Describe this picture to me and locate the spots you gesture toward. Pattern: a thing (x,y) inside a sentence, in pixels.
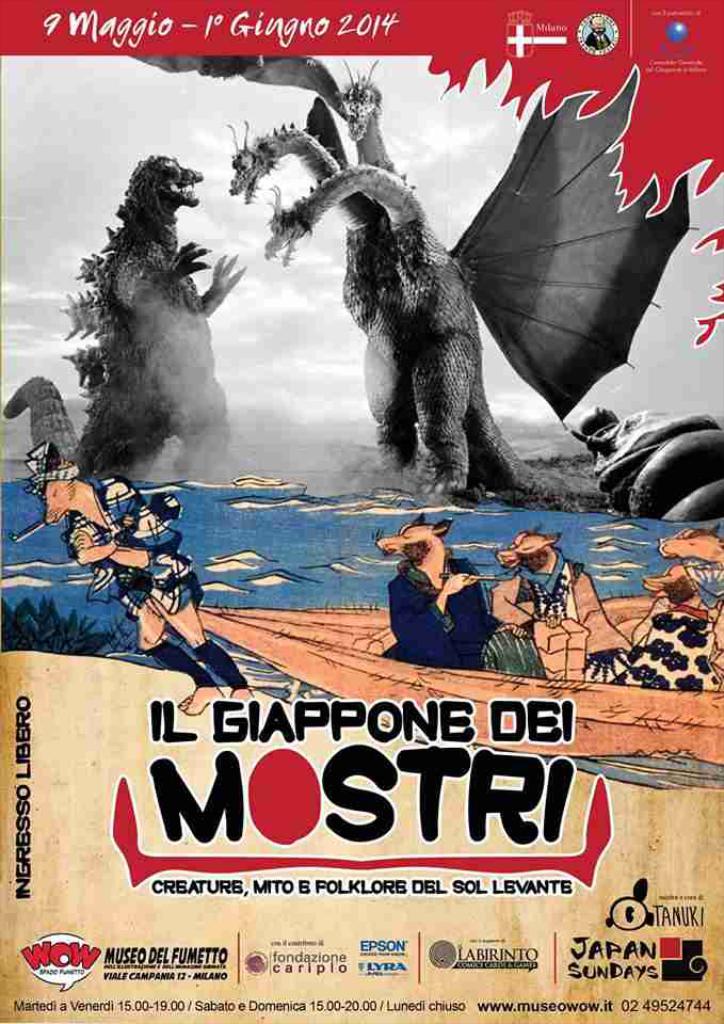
In this picture I can see a poster (352,485) and I can see couple of dragon images (362,298) and few cartoons (148,511) and I can see text (408,715) at the top (391,38) and at the bottom of the picture (422,771).
